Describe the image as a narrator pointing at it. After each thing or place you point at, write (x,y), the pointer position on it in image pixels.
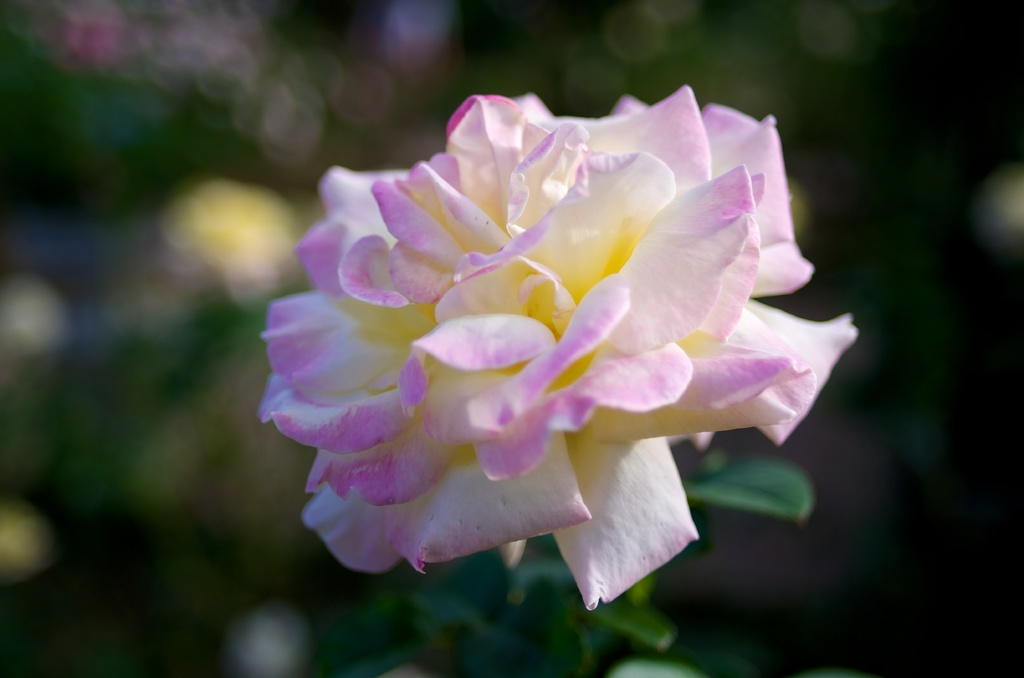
In the image there is a beautiful white and pink rose (532,372) and the background of the flower (584,120) is green.
